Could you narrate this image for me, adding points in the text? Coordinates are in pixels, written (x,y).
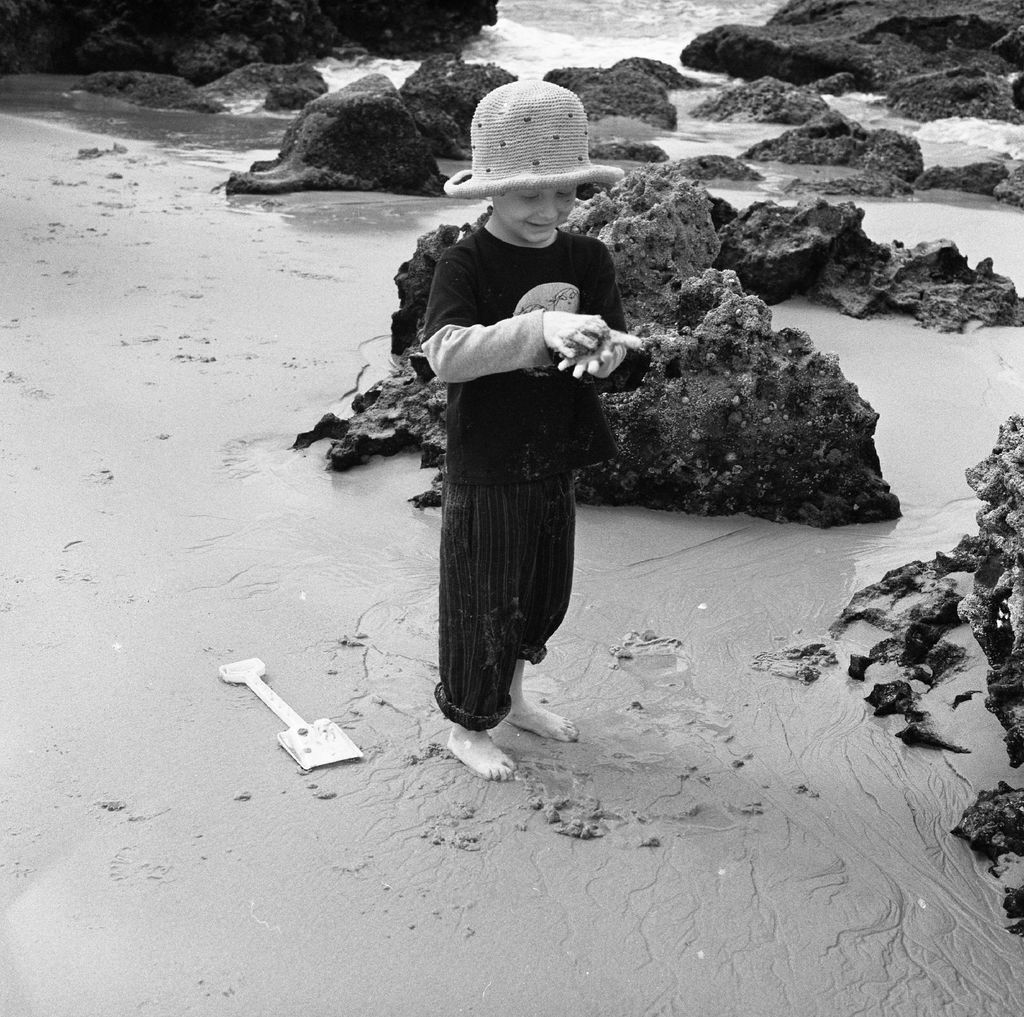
This is a black and white image. In this image we can see a child (527,300) wearing a hat (512,165) and holding something (599,343) in the hand (604,358). On the ground (314,689) there is an object (308,727). Also there are rocks (1021,326) and water (607,36).
